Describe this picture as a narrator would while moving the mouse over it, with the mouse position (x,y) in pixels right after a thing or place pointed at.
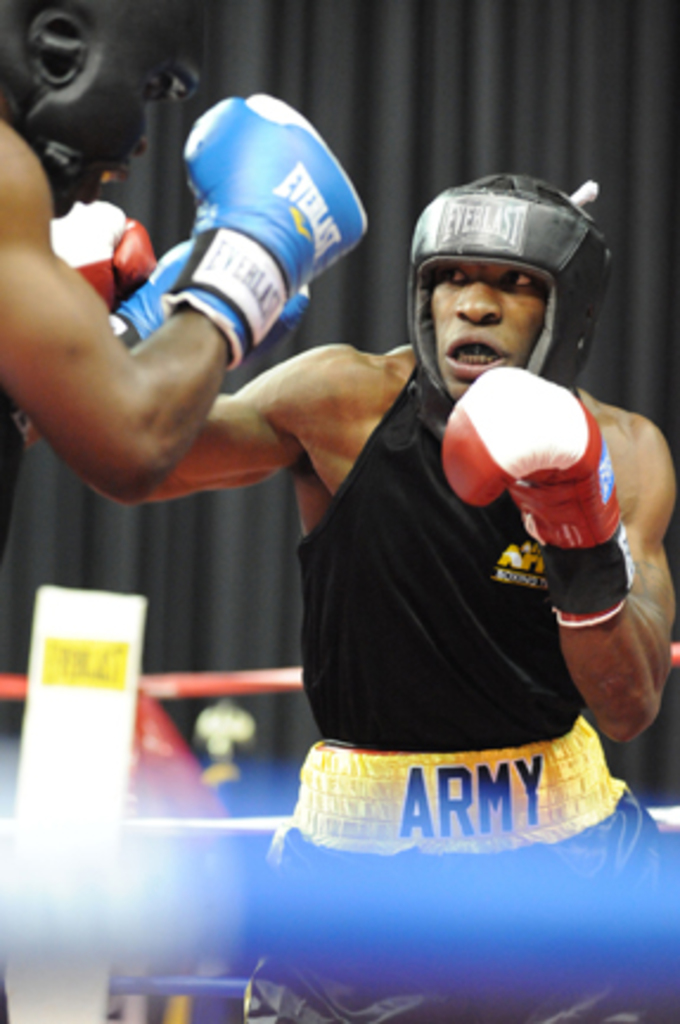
In this image there are two people (163,434) boxing. There are ropes (195,831). In the background of the image (257,635) there is a black colored cloth (436,83).
